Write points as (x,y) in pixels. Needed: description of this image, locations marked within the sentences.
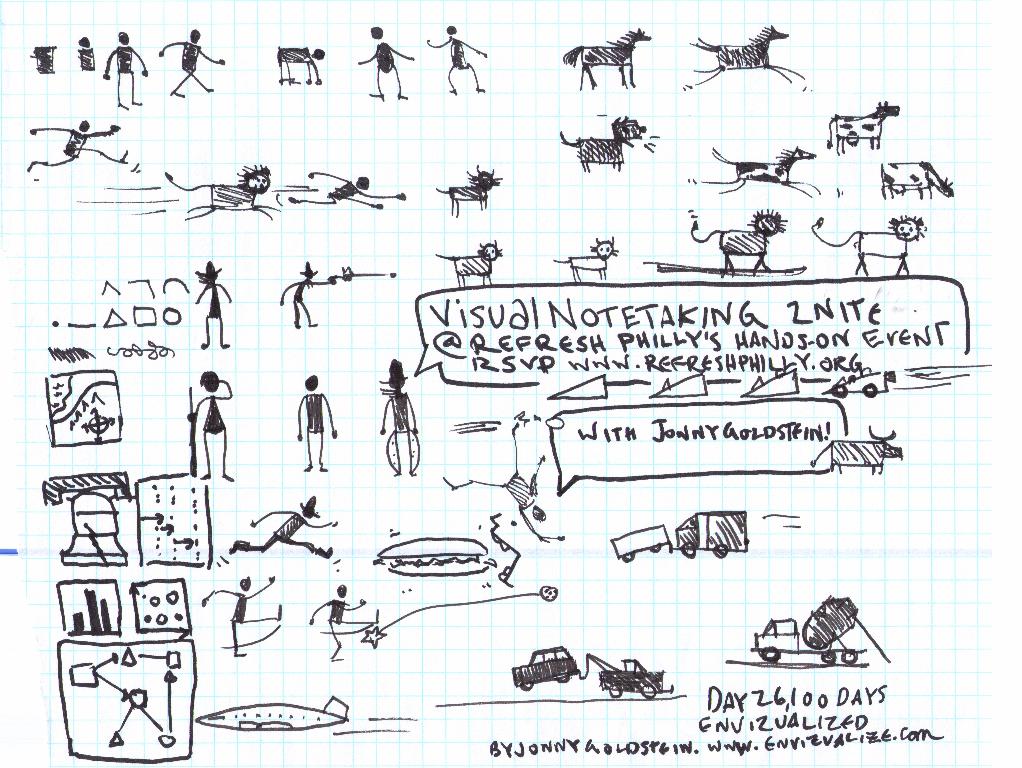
In this picture we can see some drawings (303,725) on the paper (432,685) and something is written on it.
